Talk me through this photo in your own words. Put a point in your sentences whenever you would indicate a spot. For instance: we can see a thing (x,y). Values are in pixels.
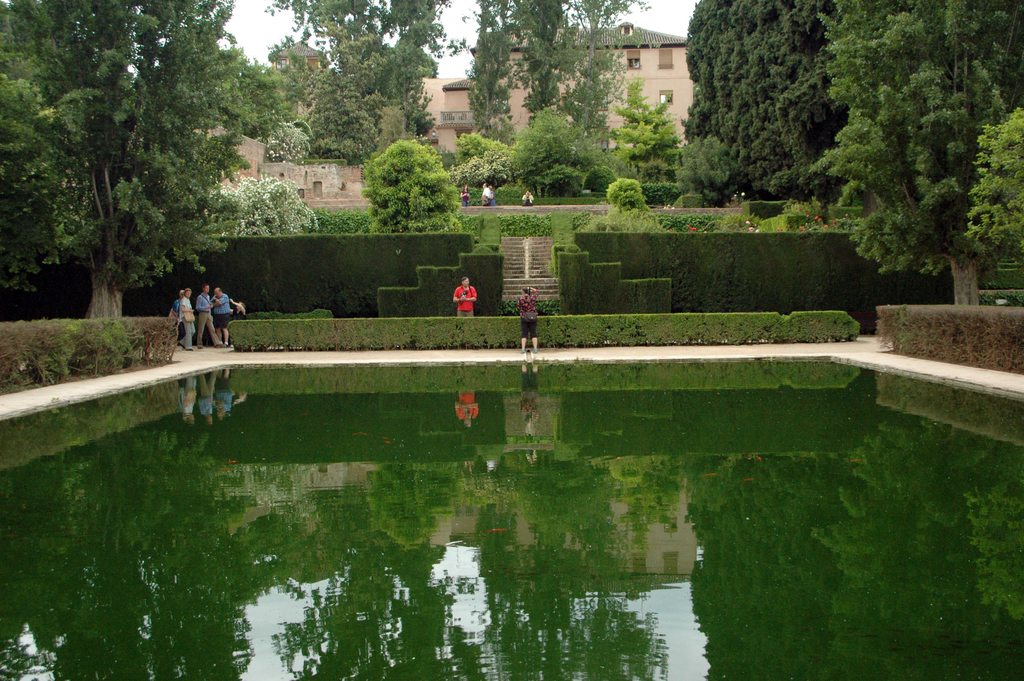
In this picture there are two persons (460,287) standing and there are group of people (178,301) walking. At the back (650,69) there are buildings (650,87) and trees (459,156) and there are group of people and there is a staircase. At the top (240,43) there is sky (279,31). At the bottom (200,602) there is a reflection (563,435) of buildings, trees (164,629) and sky (269,607) on the water (306,578).
